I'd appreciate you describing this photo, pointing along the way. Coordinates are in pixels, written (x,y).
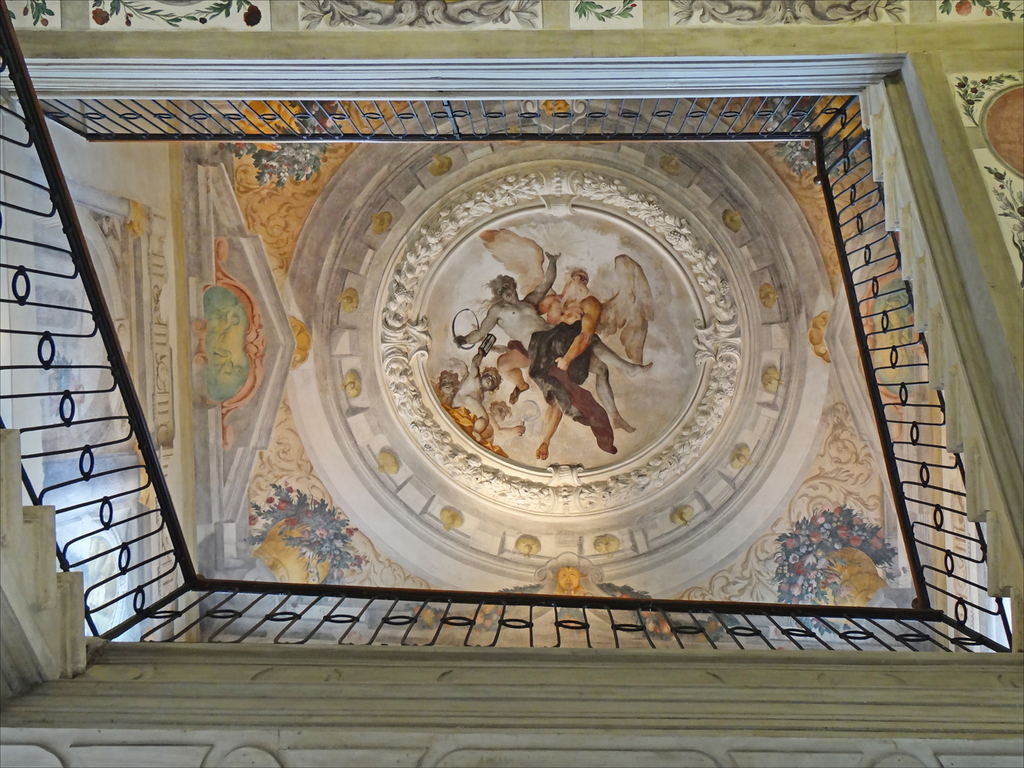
In this image, there are paintings (321,538) inside an old architect building (693,29), and there are iron grills (186,572).
